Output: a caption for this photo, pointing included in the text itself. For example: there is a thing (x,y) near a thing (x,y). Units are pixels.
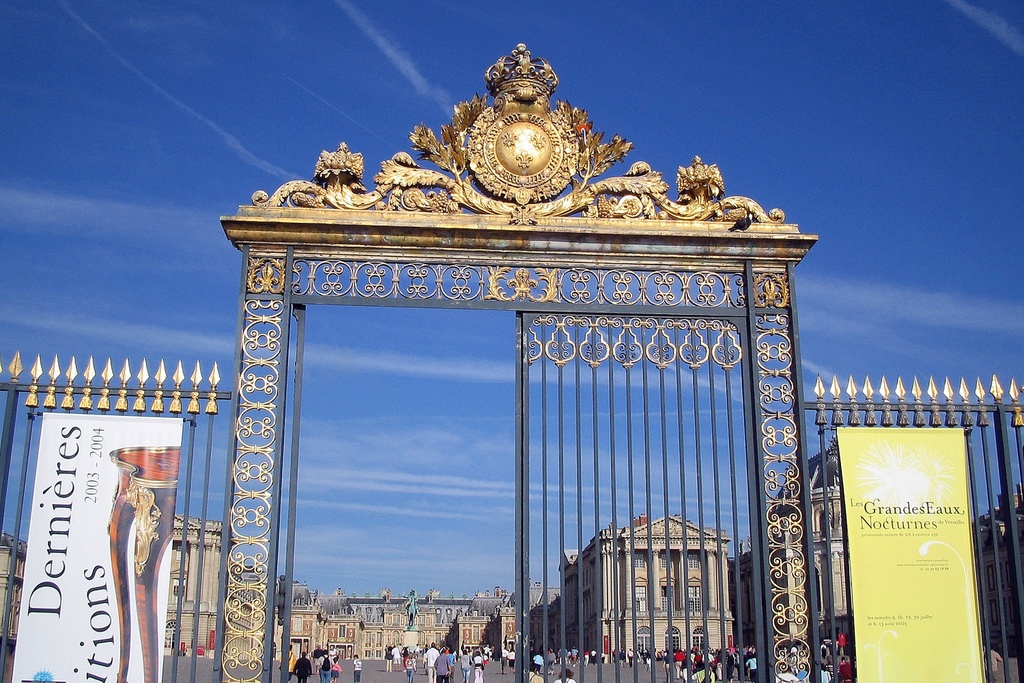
In the center of the image (418,231) there is a gate (463,270). At the top of the image (465,41) there is sky (705,34). In the background of the image (424,624) there are buildings (424,624). There are people (433,661) on the road (416,676).
